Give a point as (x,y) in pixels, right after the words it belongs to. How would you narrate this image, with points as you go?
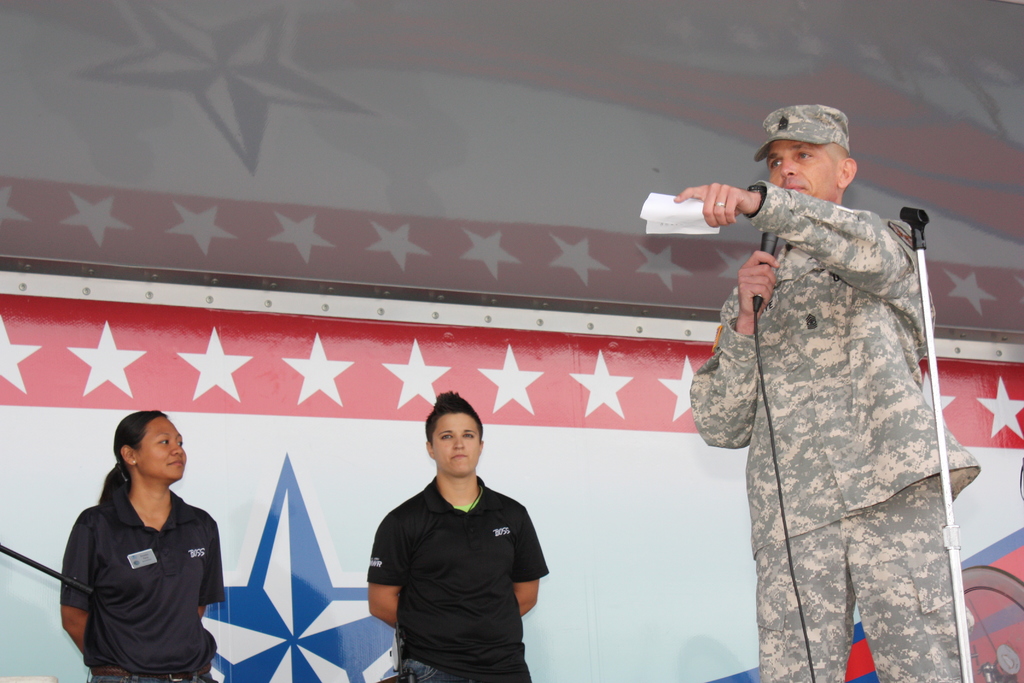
In this image I can see three persons (930,644) standing. In front (890,463) the person (751,390) is holding the microphone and the person (767,331) is wearing military dress (833,372), background (637,404) I can see the board (626,490) in white, blue and red color.
